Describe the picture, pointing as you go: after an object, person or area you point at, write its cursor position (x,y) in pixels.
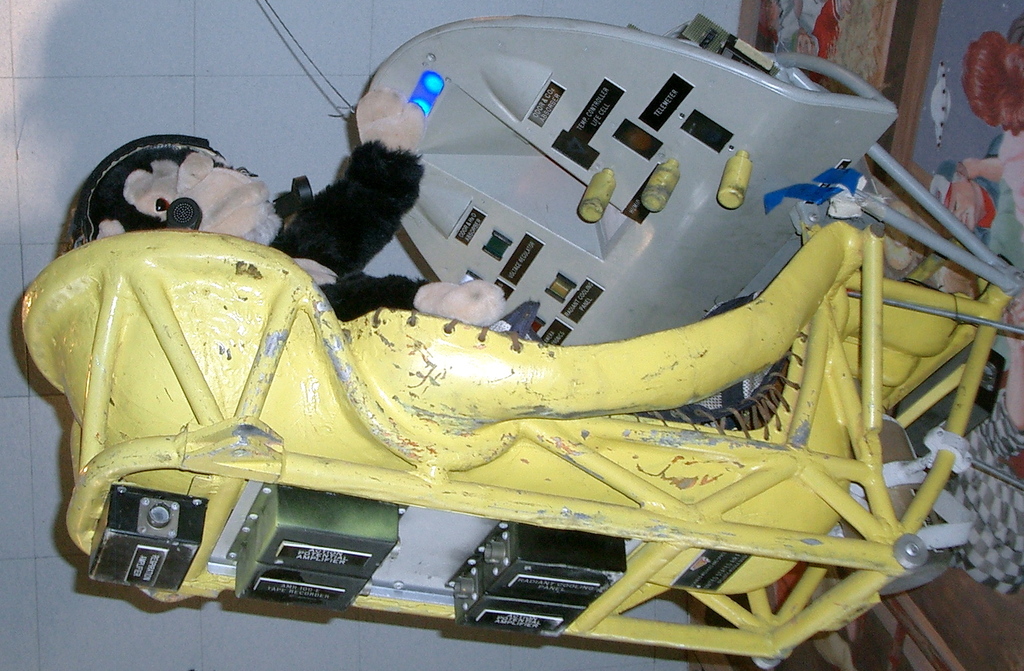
In this picture I can see a metal chair (837,472) and I can see a soft toy (168,222) and a wall (61,607) on the side.
